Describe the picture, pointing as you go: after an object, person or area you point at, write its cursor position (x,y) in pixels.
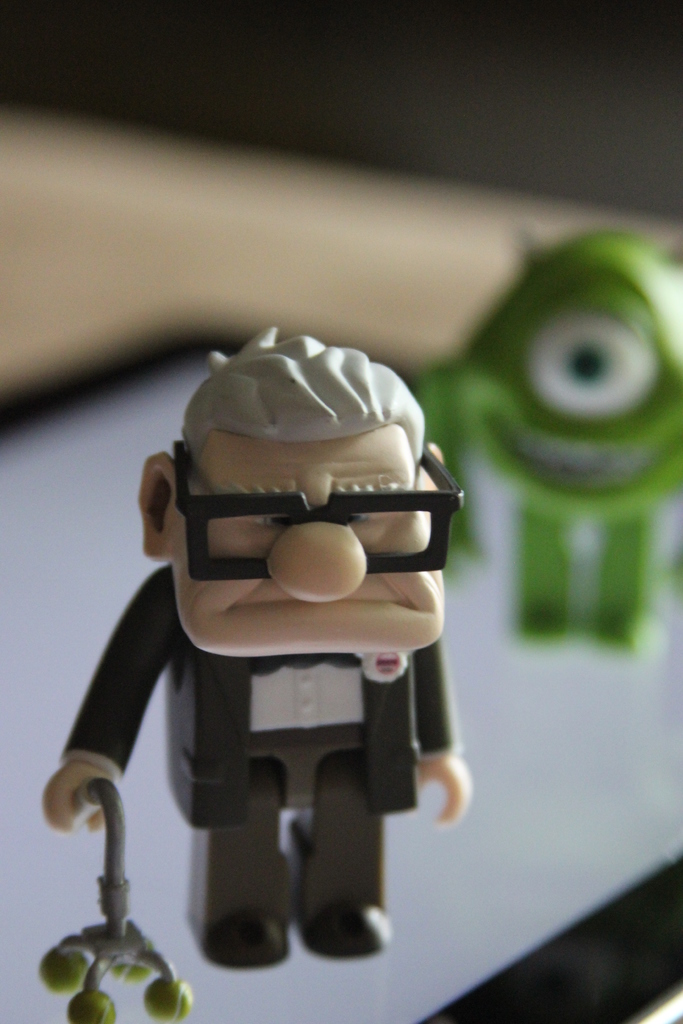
In this image I can see the toys (396,648) which are in green, white and black color. I can see a toy (228,902) holding the stick (105,937). And there is a blurred background (604,59).
